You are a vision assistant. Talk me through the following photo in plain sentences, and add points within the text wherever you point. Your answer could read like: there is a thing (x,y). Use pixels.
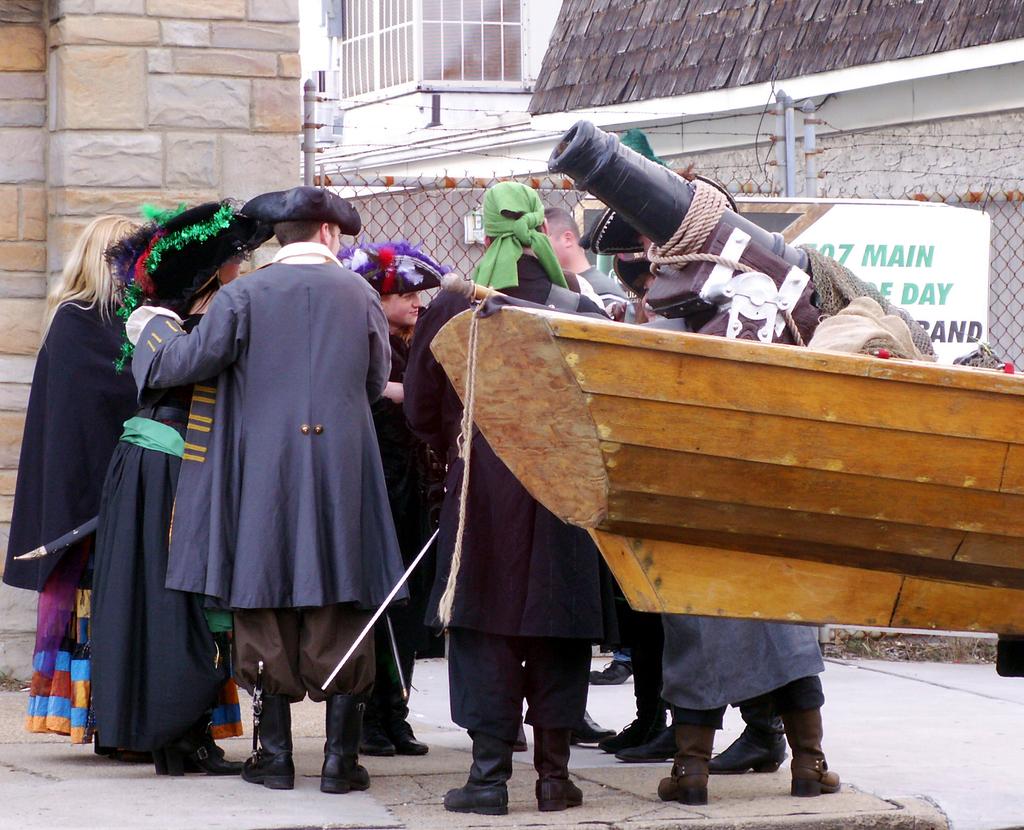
In this image, we can see a group of people (495,486) are standing on the path (766,789). On the right side of the image (844,496), we can see a wooden object (780,494). Background (876,259) we can see the mesh (1014,269), banner (897,274), walls (676,137), poles (812,162), wires (871,171) and glass object (461,52).
